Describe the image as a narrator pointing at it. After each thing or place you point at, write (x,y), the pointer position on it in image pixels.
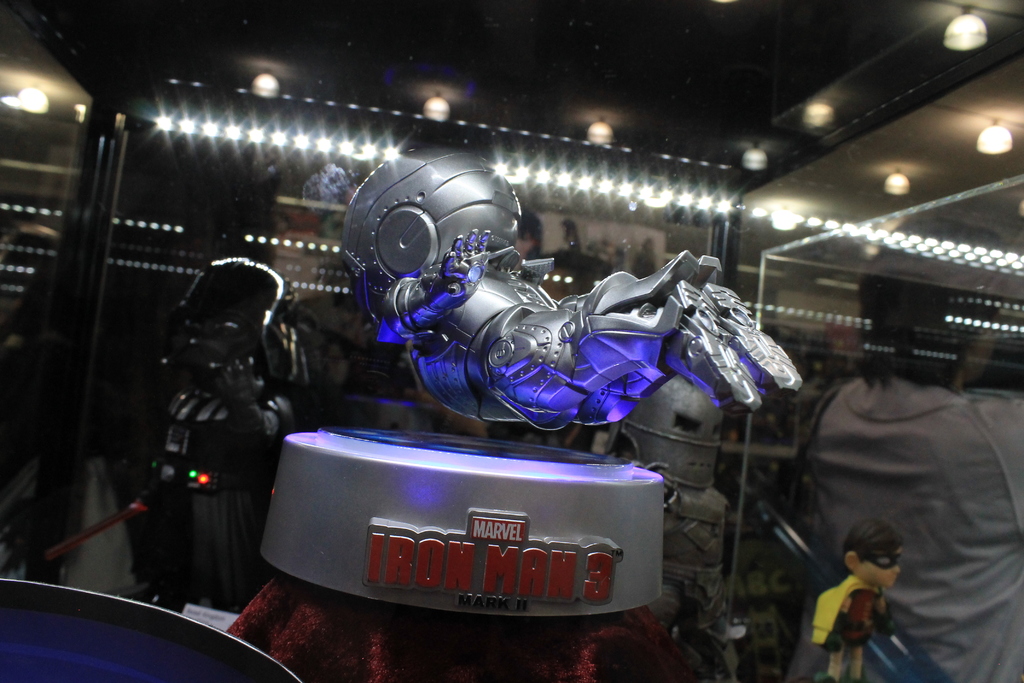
In the picture we can see a robot (538,317), in the background (170,130), we can see some lights (157,121) in the ceiling (692,112).
